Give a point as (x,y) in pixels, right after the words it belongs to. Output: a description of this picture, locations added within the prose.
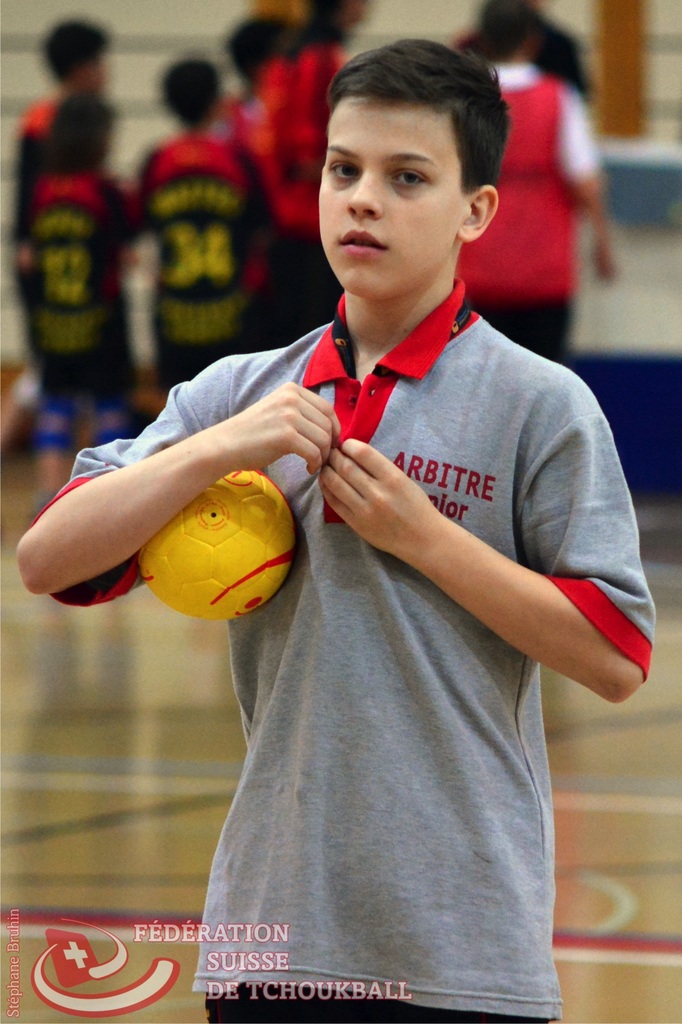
This picture is clicked inside a stadium (635,996). In the middle of this picture (375,677), we see a boy (375,541) in grey and red t-shirt (349,810), is holding yellow color ball (237,570). Behind him, we see many people (200,114) standing and they are wearing a black, red and yellow color jersey (213,244). To the right of this picture (484,312), we see a person (548,270) wearing white and red t-shirt (522,155).
